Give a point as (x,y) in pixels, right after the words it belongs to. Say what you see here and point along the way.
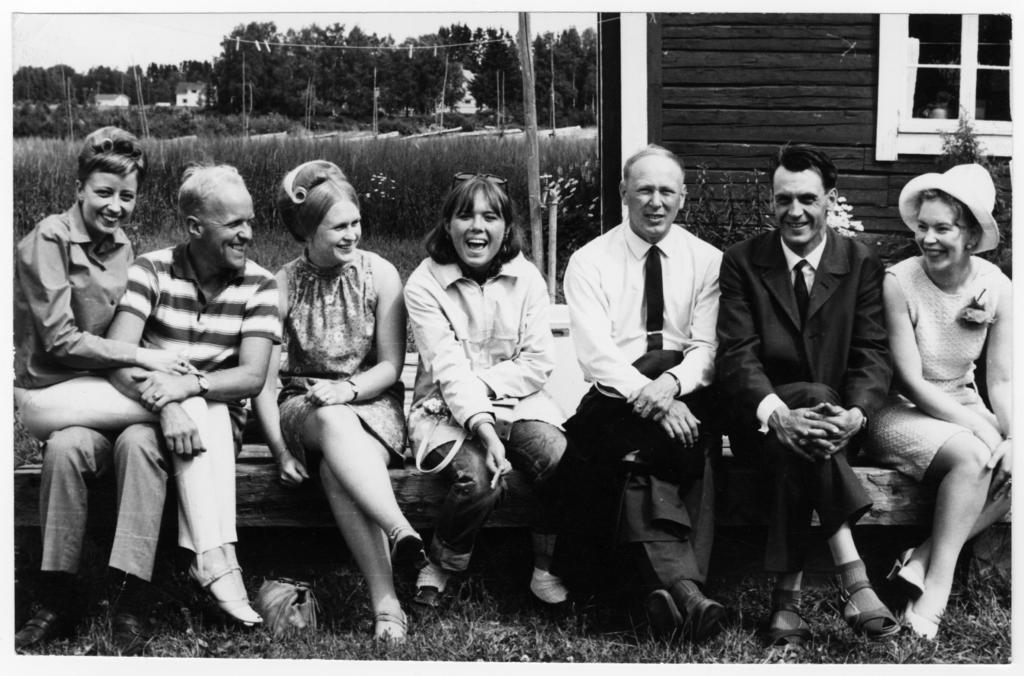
It looks like an old black and white picture. We can see there are a group of people (382,379) sitting on a bench (269,454) and behind the people (161,393) there are plants (527,171), houses (693,134), trees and a sky (122,59).
